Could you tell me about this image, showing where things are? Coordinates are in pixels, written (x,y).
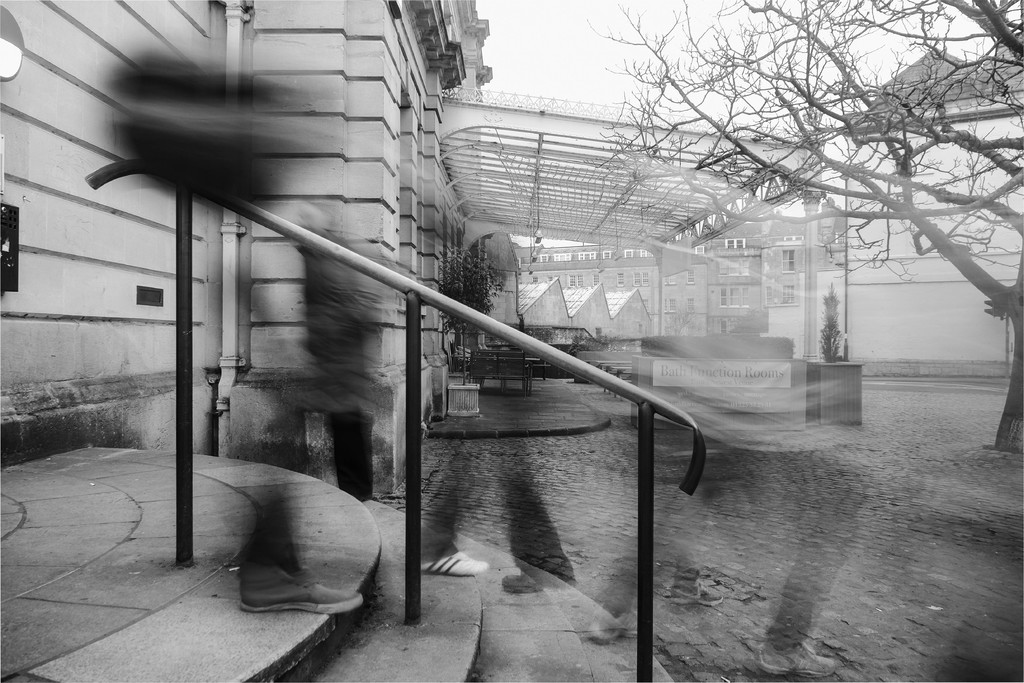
In this picture there is railing (343,256) in the center of the image (644,410) and there are stairs (503,592) at the bottom side of the image (230,467) and there are buildings (329,92) in the background area of the image (793,155) and there is a tree (1001,159) on the right side of the image (940,236).
